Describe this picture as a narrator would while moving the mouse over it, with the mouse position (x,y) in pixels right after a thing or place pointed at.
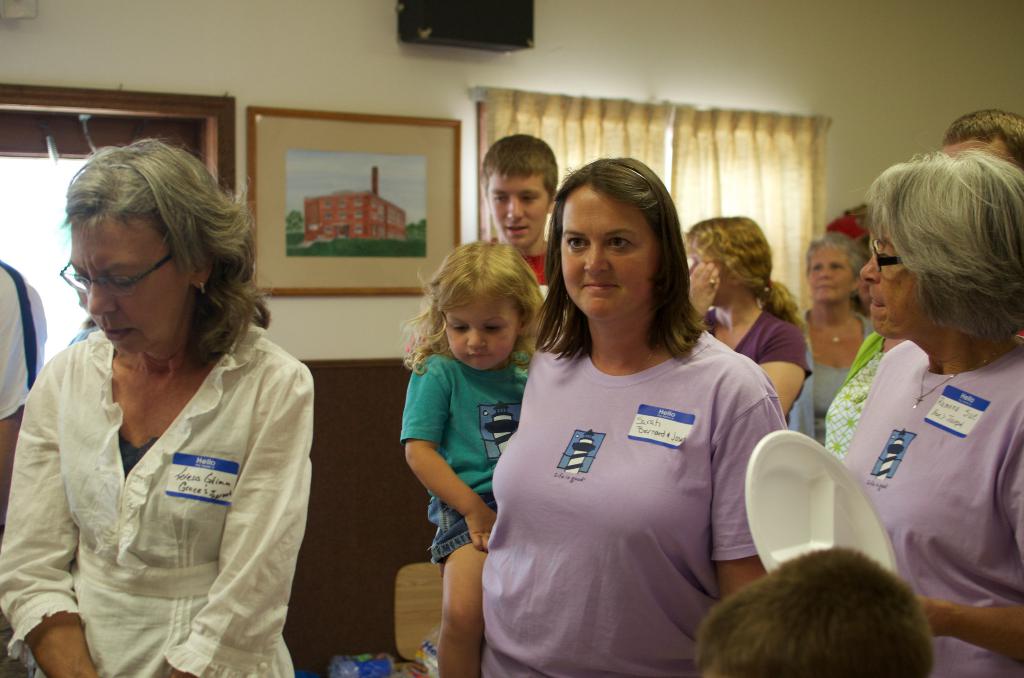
In this image I can see many people (445,453) in a room (390,438). A person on the right (792,494) is holding a white plate (792,513). There is a photo frame (317,206), windows (41,214) and curtains (686,169) at the back (704,213).
